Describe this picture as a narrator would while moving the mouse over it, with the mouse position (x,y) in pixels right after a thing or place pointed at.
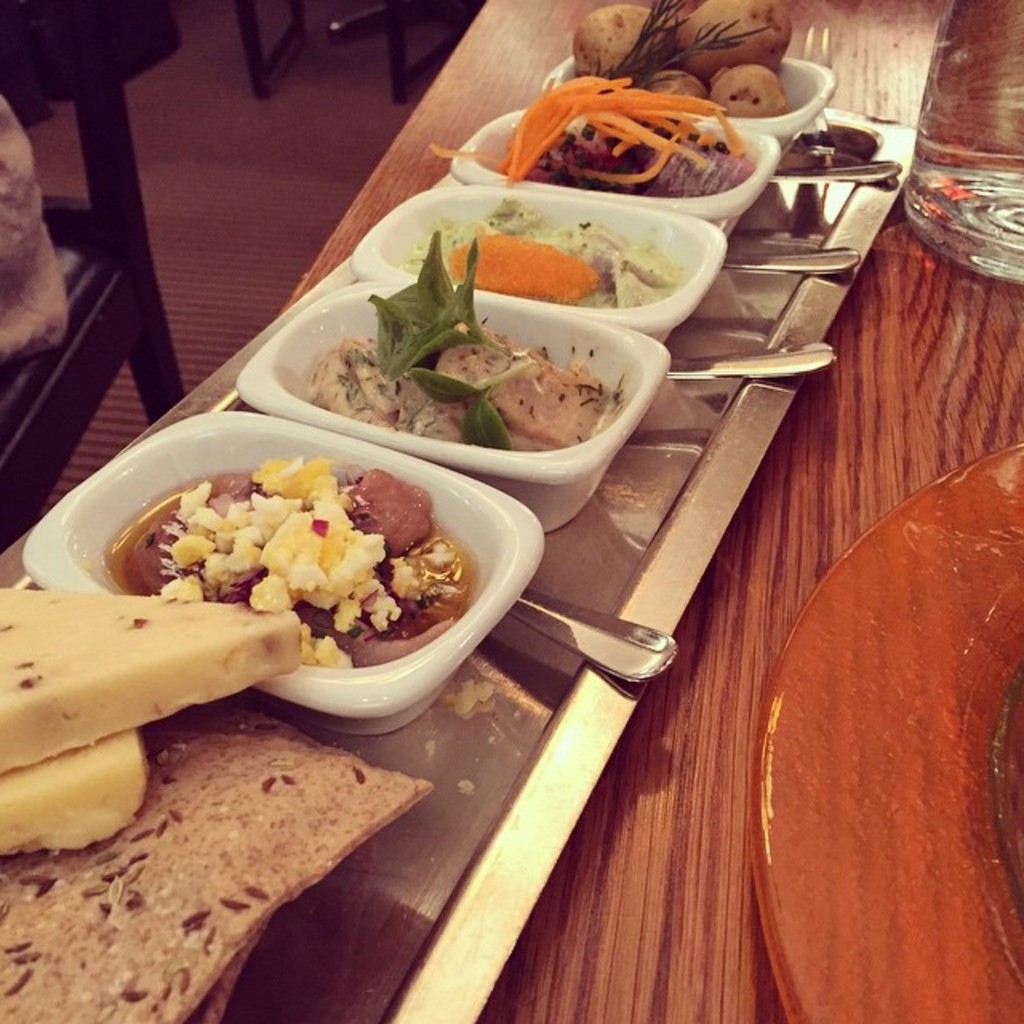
In this picture we can see bowls (505,592), food (554,412), vegetables (723,10), tray (633,524) and objects (859,765) on the table (825,544). We can see floor (169,150), chair (115,192) and objects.
